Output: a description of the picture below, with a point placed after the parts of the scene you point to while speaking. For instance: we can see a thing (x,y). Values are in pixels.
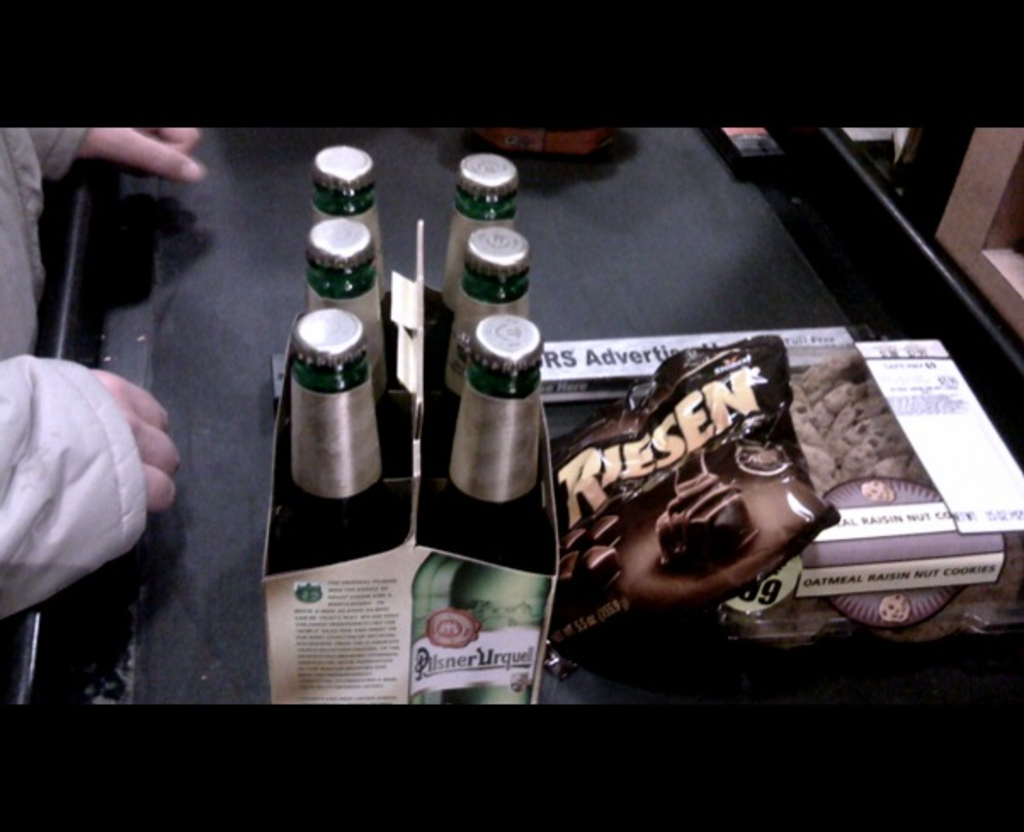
This is the picture of the table (638,323) on which there are six bottles (365,480) and some things (683,403) on the table (581,287) and a person's hand (102,148) on the table (263,310).
